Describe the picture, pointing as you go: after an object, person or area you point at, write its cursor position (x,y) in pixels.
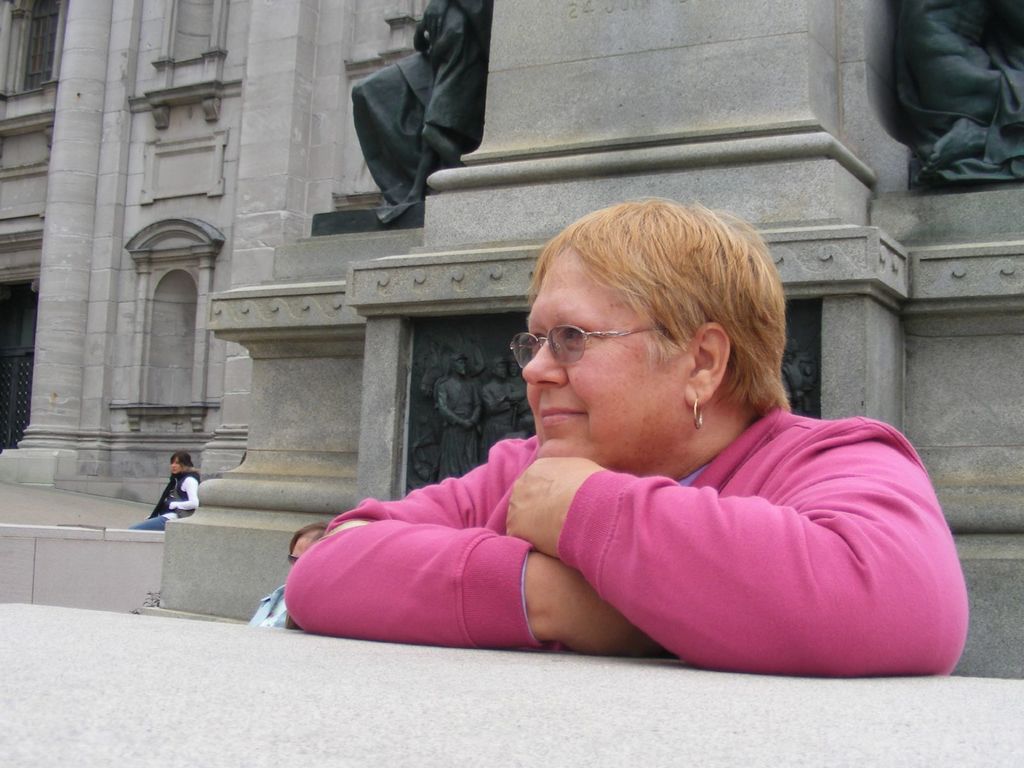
In this image I can see some people (327,525). I can see some statue (404,130) on the wall (446,170).
